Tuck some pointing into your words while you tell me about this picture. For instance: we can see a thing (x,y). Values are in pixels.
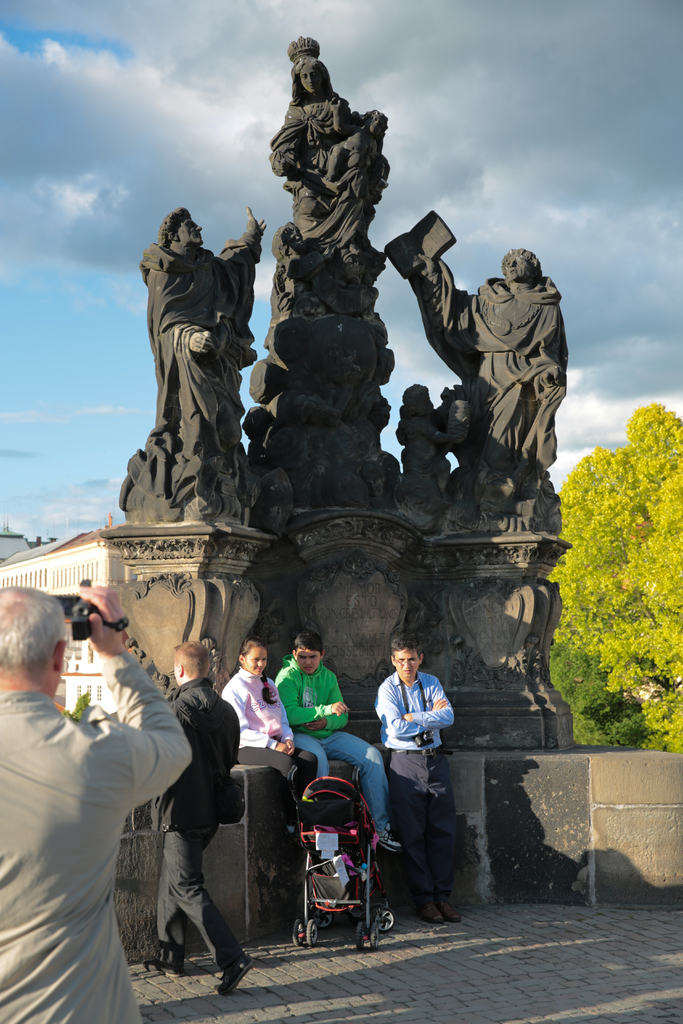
On the left side (63,752) a man (63,752) is standing and holding a camera (62,608) in his hand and there are two persons (311,687) sitting on a platform (368,714) and a man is walking on the road (333,982) and there is a stroller (340,903) and a person (401,705) is standing at the platform (460,774). In the background (288,482) there are statues (274,277) on a platform (565,874), trees (656,466), buildings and clouds (594,100) in the sky (564,86).
